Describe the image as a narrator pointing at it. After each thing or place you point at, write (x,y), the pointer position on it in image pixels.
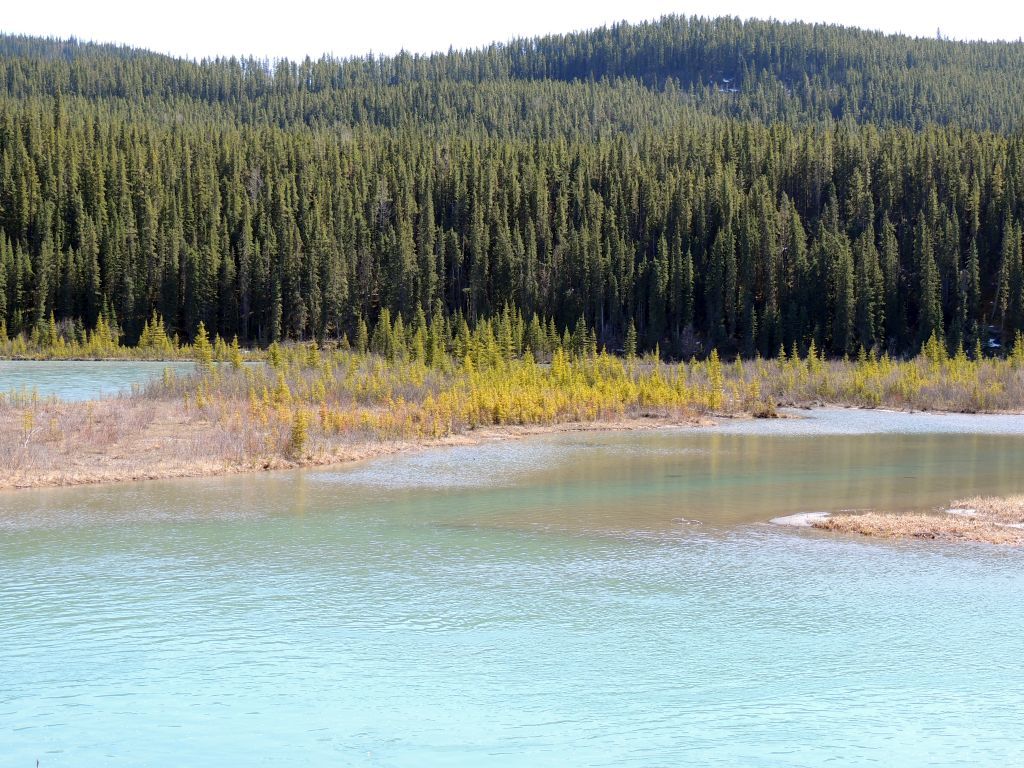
In this image we can see water (526,518), plants (11,413), and trees (829,235). In the background (343,16) there is sky (368,53).
